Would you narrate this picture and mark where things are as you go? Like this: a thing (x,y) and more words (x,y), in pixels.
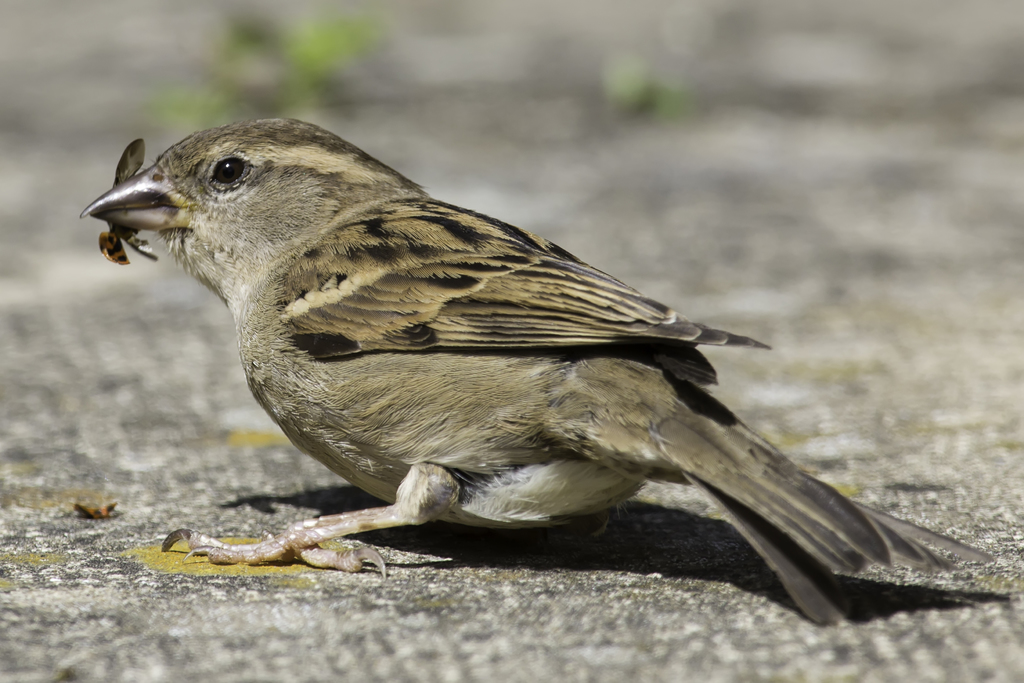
This image consists of a sparrow (318,321) sitting on the road (258,580). At the bottom (267,639), there is a road (119,609). In its mouth (134,205), there is an insect (108,246). The background (88,61) is blurred.
